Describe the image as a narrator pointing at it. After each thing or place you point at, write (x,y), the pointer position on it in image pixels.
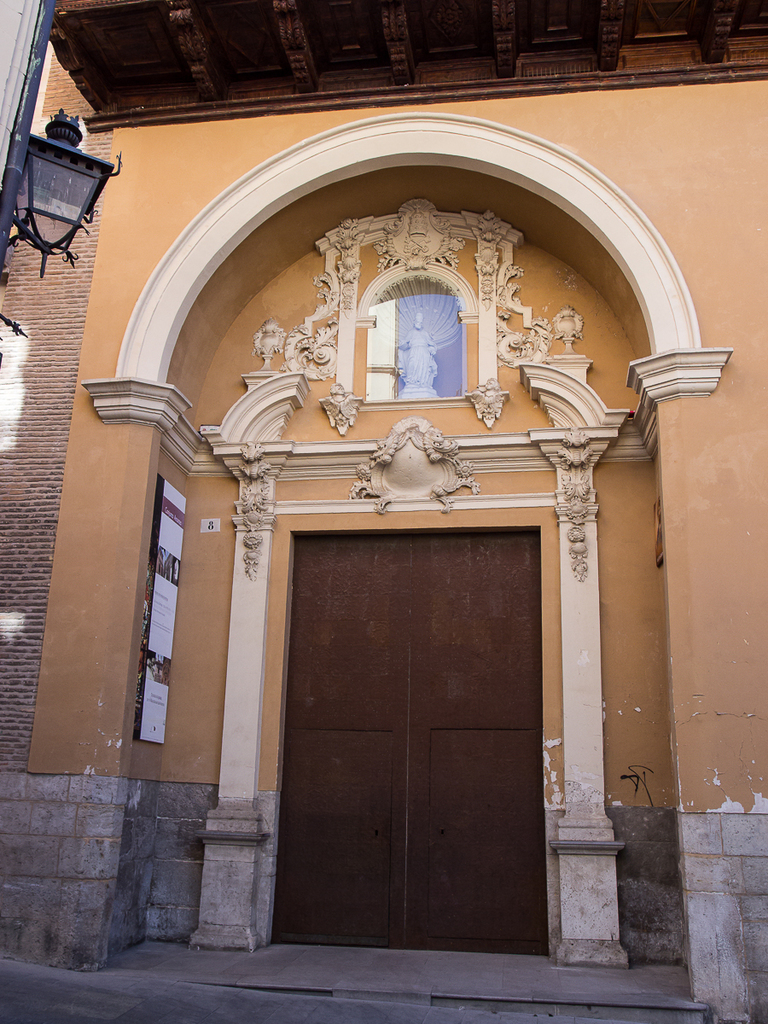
In this image there is a building (242,455) with door (419,893) in the middle (328,667) and some sculptures (367,483), in front of that there is a pillar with light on it.
